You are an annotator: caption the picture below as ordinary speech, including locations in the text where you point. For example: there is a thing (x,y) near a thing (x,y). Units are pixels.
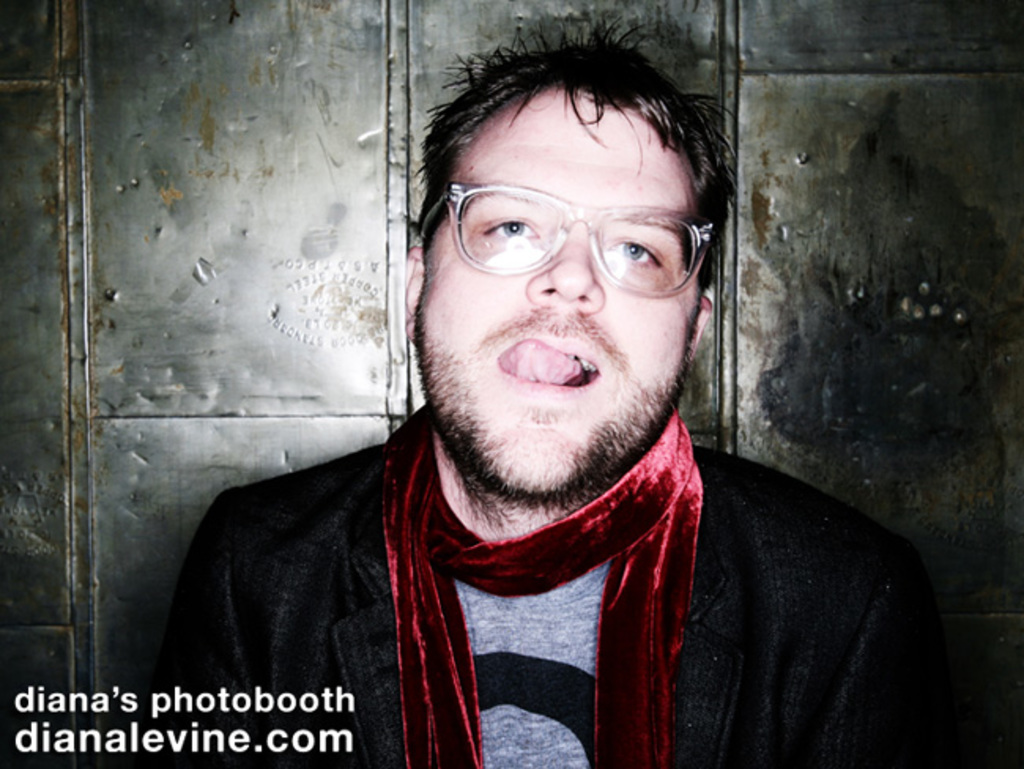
In this image there is a person (664,498). In the background of the image (317,201) there is metal wall (289,296). To the left side (296,740) bottom of the image (151,711) there is text (131,727).
